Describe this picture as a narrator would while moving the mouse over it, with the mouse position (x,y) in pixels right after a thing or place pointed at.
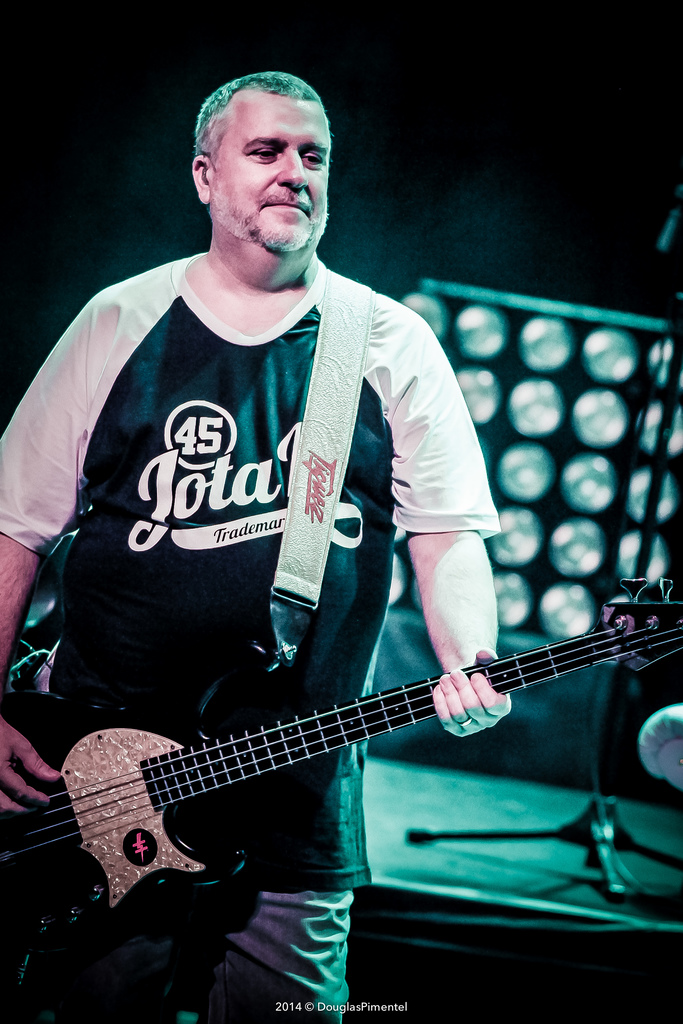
The person (277,514) is standing and holding a guitar (254,756) in his hands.
